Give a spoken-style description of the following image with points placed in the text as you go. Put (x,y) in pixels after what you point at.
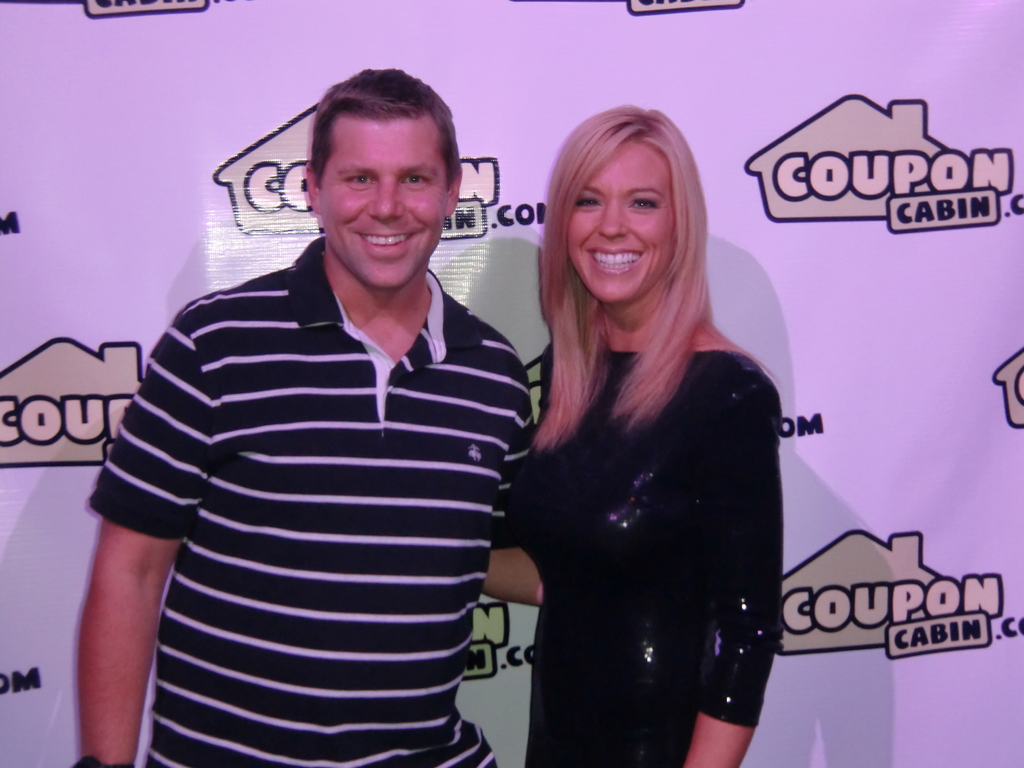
In this image, we can see persons (431,451) in front of the sponsor board (192,195).
